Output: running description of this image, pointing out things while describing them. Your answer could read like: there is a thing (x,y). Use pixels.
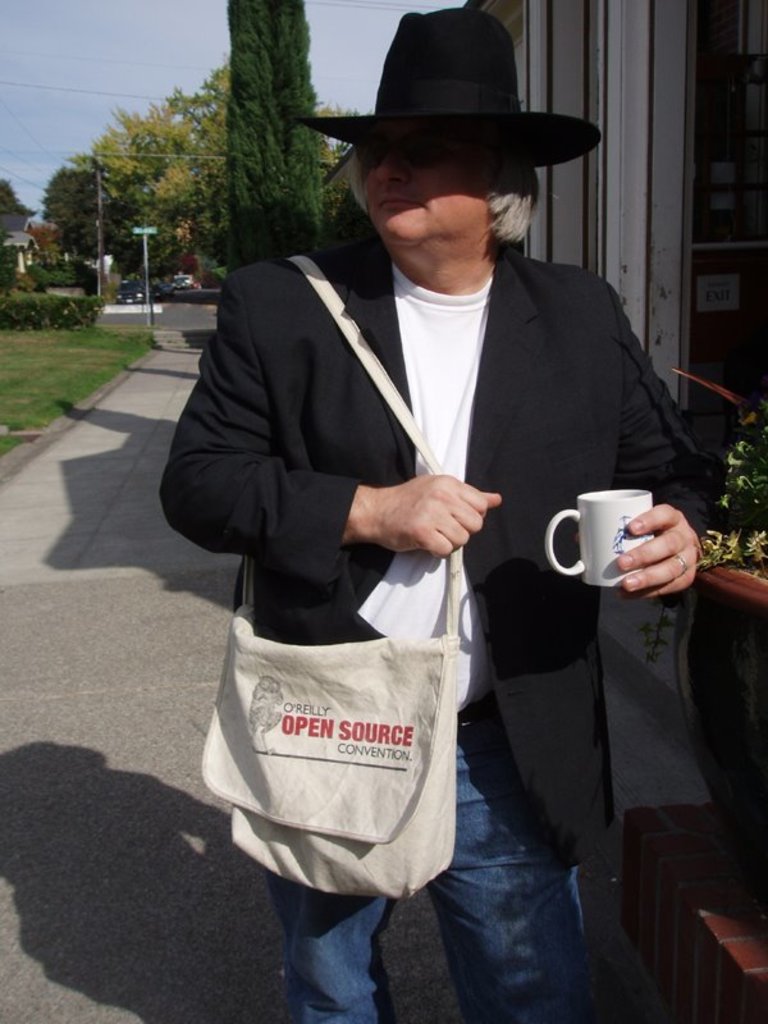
In this picture there is a man (311,992) who is standing at the right side of the image (671,458), he is wearing a black hat (364,131) and holding a cup (630,515) in his hand (676,583), there are some trees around the area of the image, there is a white color bag (308,774) on his right hand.
